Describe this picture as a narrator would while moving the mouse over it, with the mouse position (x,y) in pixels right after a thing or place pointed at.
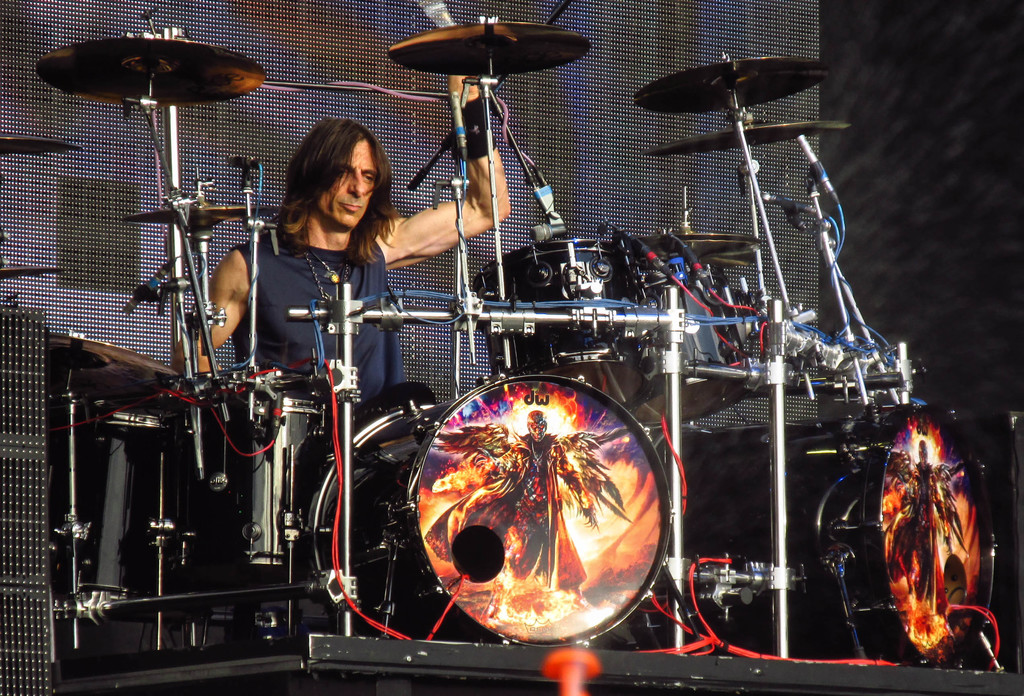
In the center of the image (343,254) we can see one person (385,255) is holding some object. In front of him, we can see a few musical instruments (501,532) and a few other objects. In the background (949,256) there is a wall (720,179).
